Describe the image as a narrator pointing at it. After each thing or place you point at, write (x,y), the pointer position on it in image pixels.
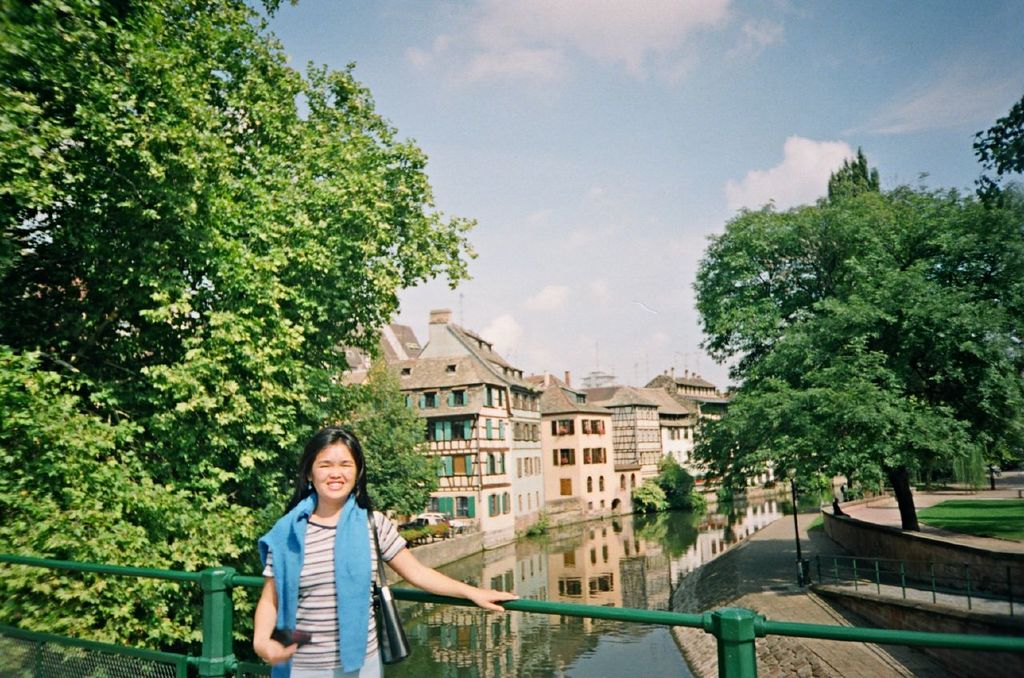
In this picture there is a girl (314,517) who is standing at the bottom side of the image (315,483) and there is a boundary (237,576) and water (499,621) at the bottom side of the image (26,606), there are trees (122,5) on the left (160,162) and right side of the image (804,447), there are buildings (661,389) in the center of the image (539,389).
